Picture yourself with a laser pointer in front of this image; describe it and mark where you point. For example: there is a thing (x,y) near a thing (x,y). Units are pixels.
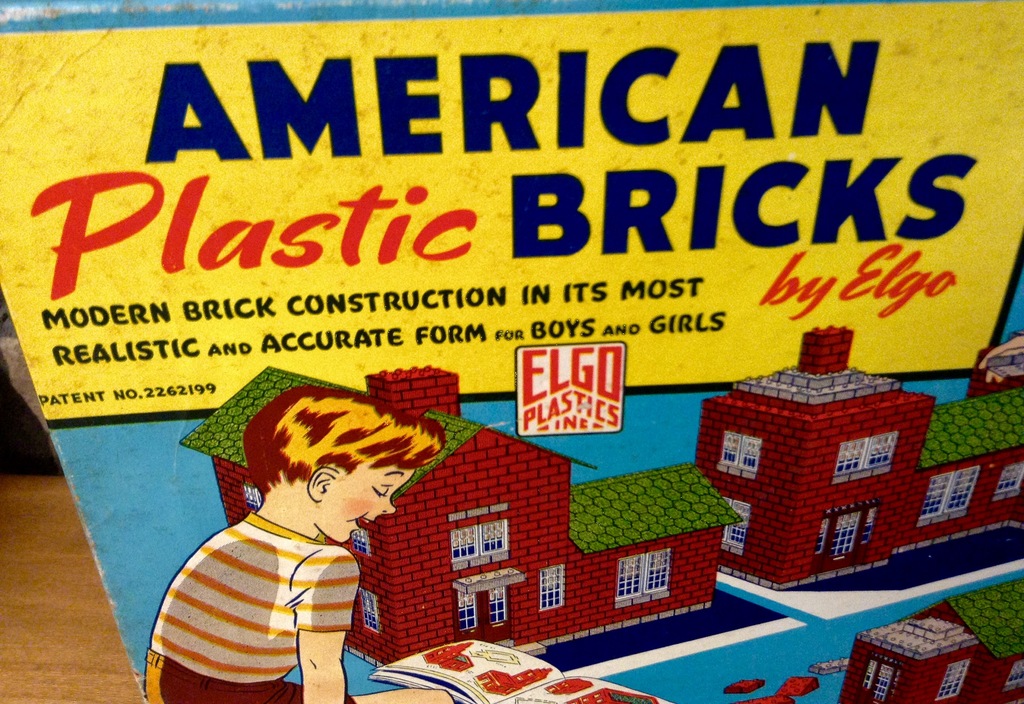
In this image I can see depiction of a boy (333,654) and depiction of few buildings (683,516) over here. I can also see something is written over here.
